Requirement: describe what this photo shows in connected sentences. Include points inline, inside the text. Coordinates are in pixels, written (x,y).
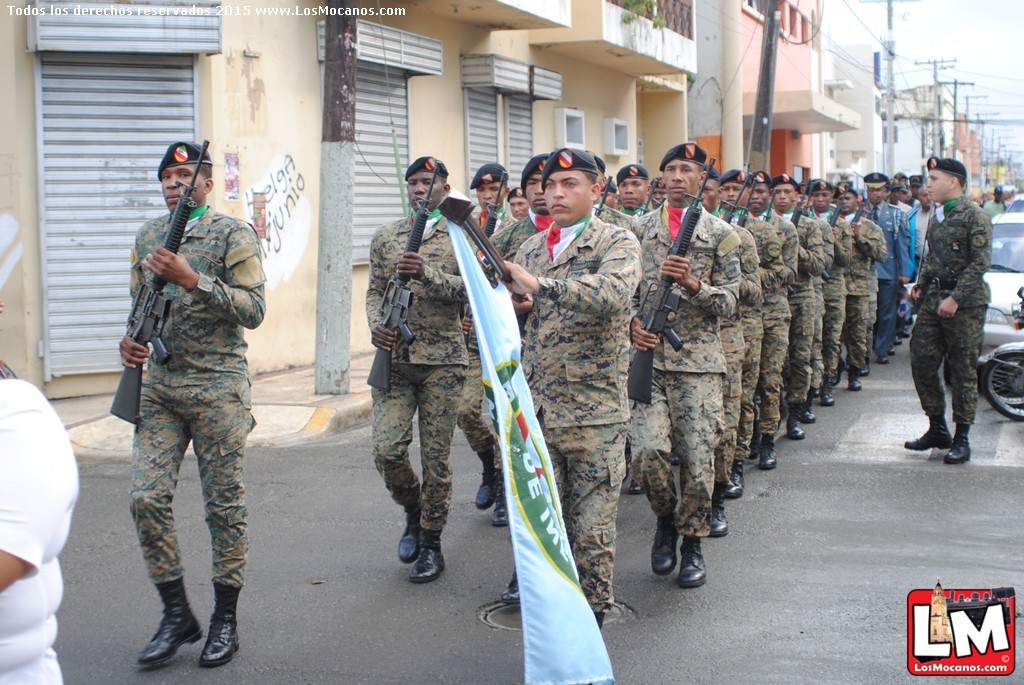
This is a picture taken on the streets (275,445) of a city (356,267). In the center of the picture (680,373) there are soldiers (601,276) marching holding guns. In the foreground (468,235) there is a flag (492,289). On the right (937,394) there are cars (996,334), bike (998,376) and a soldier (927,330). On the left (184,130) there is a building (128,154) and pole (337,289). In the background (739,125) there are buildings (873,108), poles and cables (922,69).
